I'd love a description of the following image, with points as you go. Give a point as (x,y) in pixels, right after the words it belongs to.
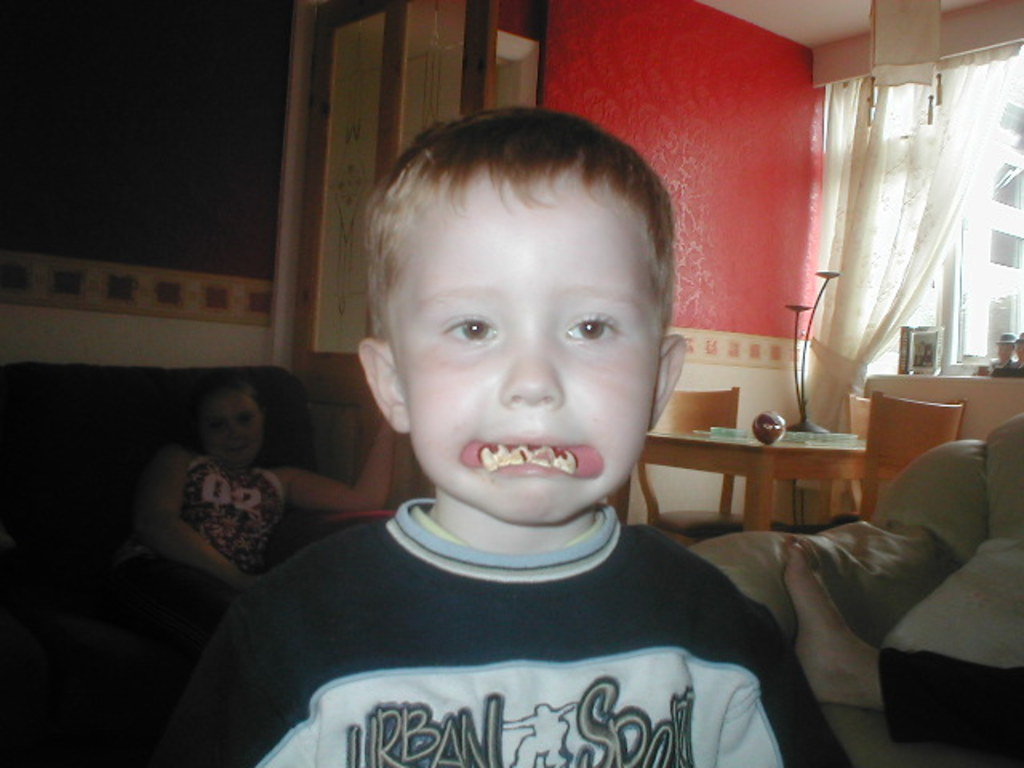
In this image I can see a boy (627,552) is keeping fake teeth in his mouth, he wore black color t-shirt (505,720). On the left side (228,392) a girl (163,479) is sitting on the sofa (127,522), on the right side (882,415) there are chairs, tables (780,448) and a window curtain (927,205).
